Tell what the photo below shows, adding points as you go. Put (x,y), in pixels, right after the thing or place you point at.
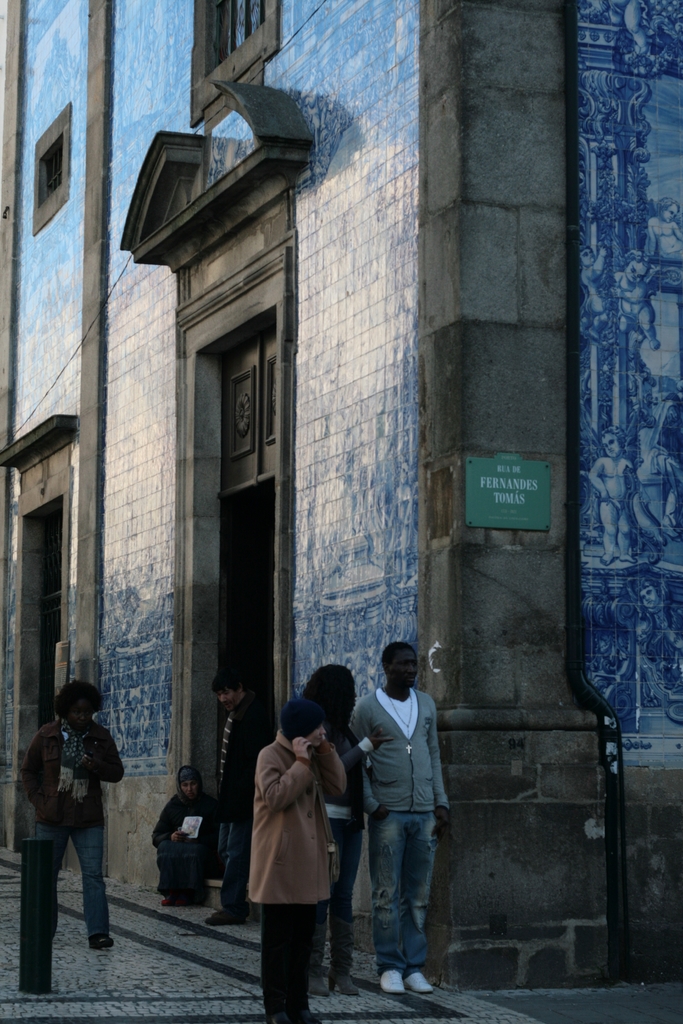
As we can see in the image there are buildings (337,236), door (263,468) and few people (302,729) here and there.
